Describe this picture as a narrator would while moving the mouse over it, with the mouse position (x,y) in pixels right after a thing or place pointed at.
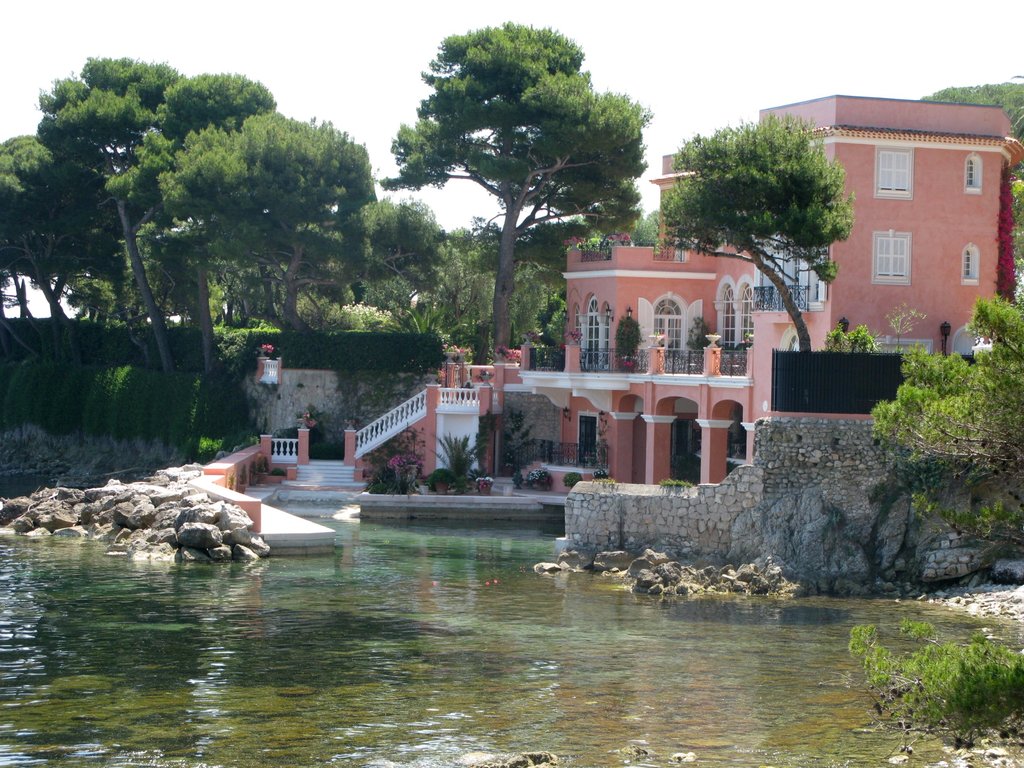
In this image in front (386,666) there is water (410,674). There are rocks (196,500). There is a wall (229,496). There are flower pots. In the background of the image (643,373) there are buildings (717,354), trees (756,221) and sky (827,11).
